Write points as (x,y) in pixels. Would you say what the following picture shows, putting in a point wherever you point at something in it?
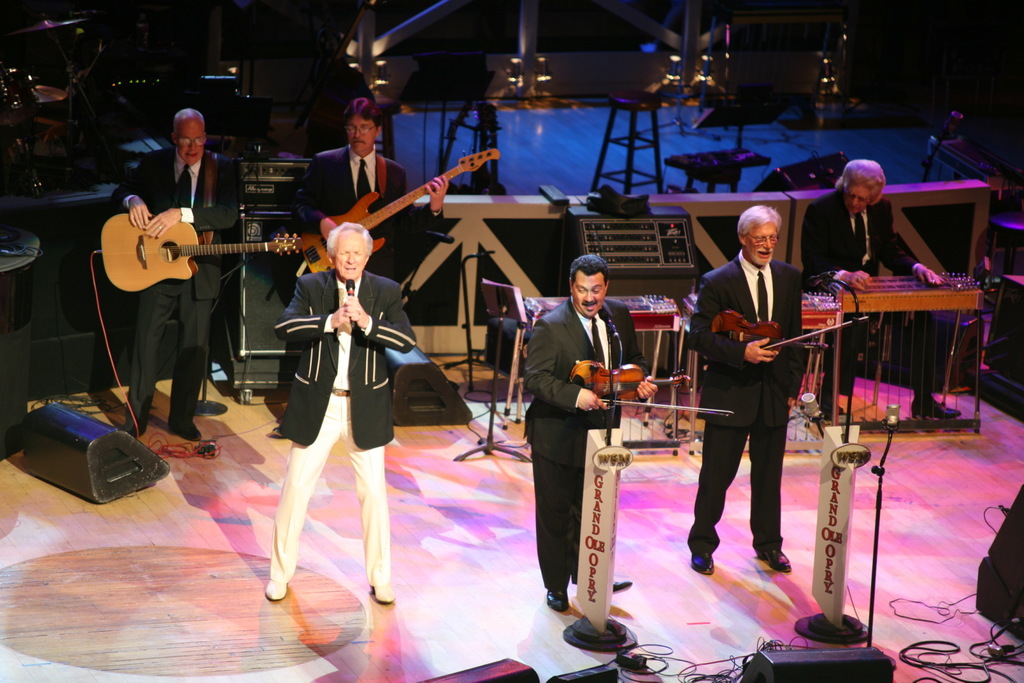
Here we can see a six people (174,118) who are performing on a stage (357,651). They are playing a guitar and singing on a microphone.
